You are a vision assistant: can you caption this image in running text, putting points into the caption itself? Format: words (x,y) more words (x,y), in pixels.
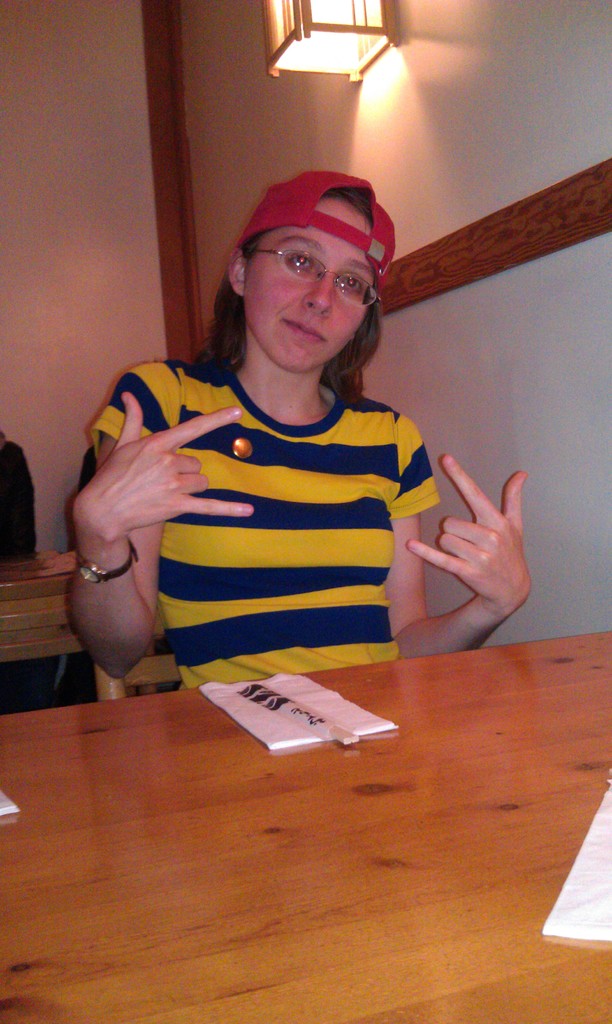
In this image, we can see a person (280,612) sitting. We can also see some objects (604,920) on the wooden surface (253,787). There are a few chairs (19,621). We can see the wall (580,434) with some objects (555,250) and a light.
